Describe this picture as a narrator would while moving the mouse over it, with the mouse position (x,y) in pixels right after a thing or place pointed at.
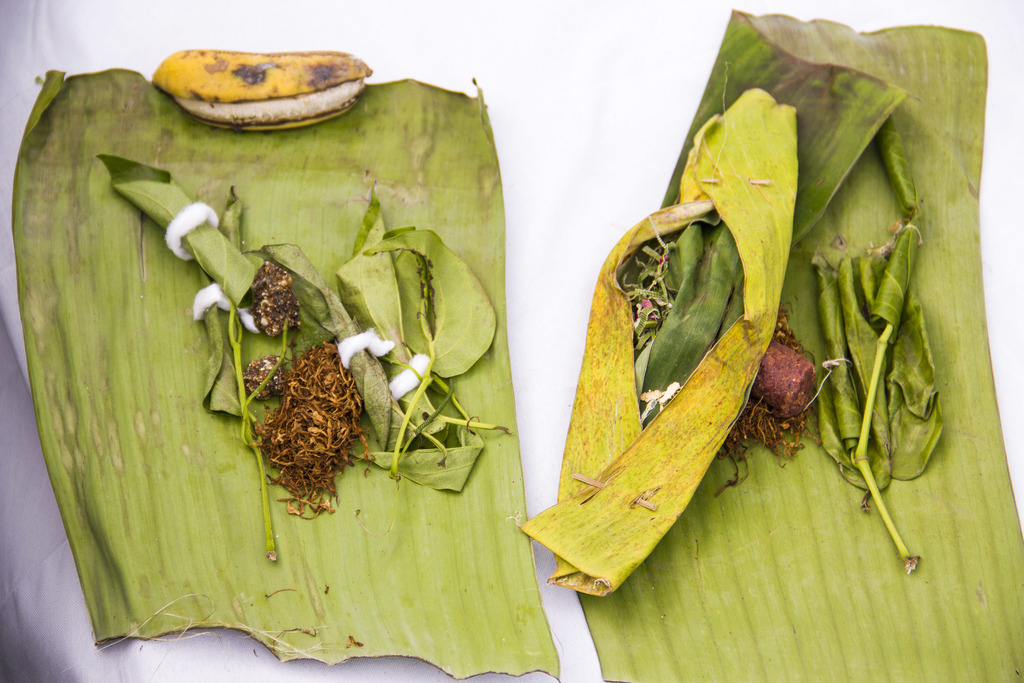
In this picture we can see a banana (335,94), leaves (376,213) and these are placed on a white cloth (605,215).
